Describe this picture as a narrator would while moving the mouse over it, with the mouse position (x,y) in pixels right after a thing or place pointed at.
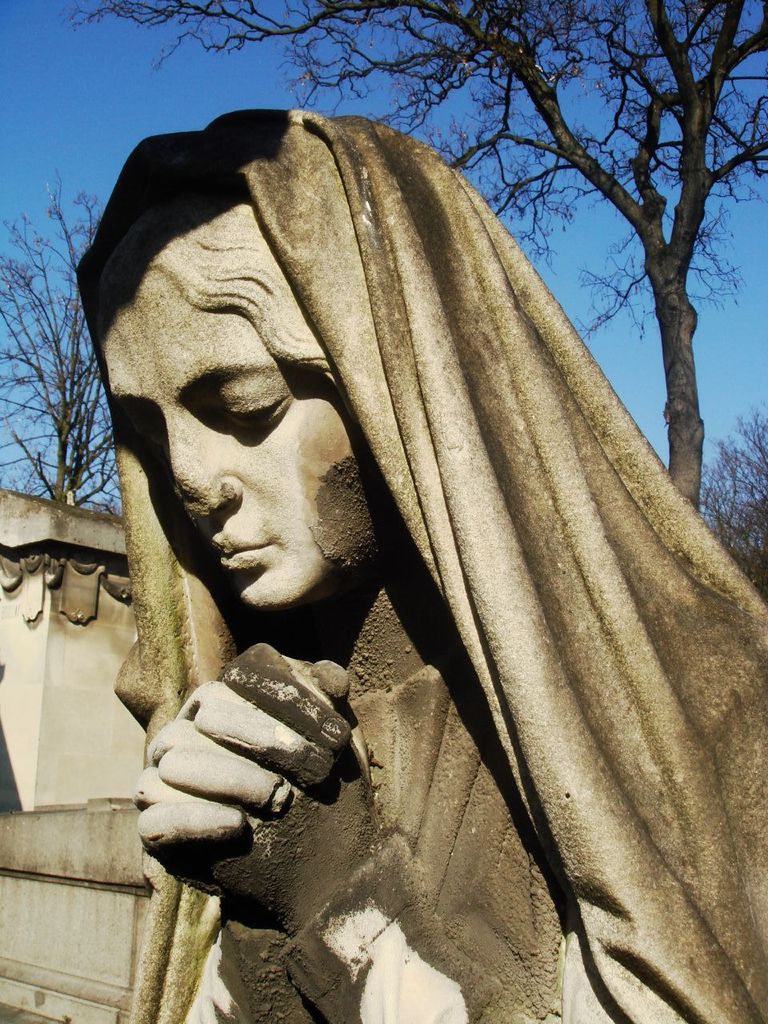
In this picture there is a statue (402,683) of a person (186,629) and there is a wall (83,820) in the background (78,792). At the back (745,461) there are trees (745,461). At the top (145,103) there is sky (114,53).
